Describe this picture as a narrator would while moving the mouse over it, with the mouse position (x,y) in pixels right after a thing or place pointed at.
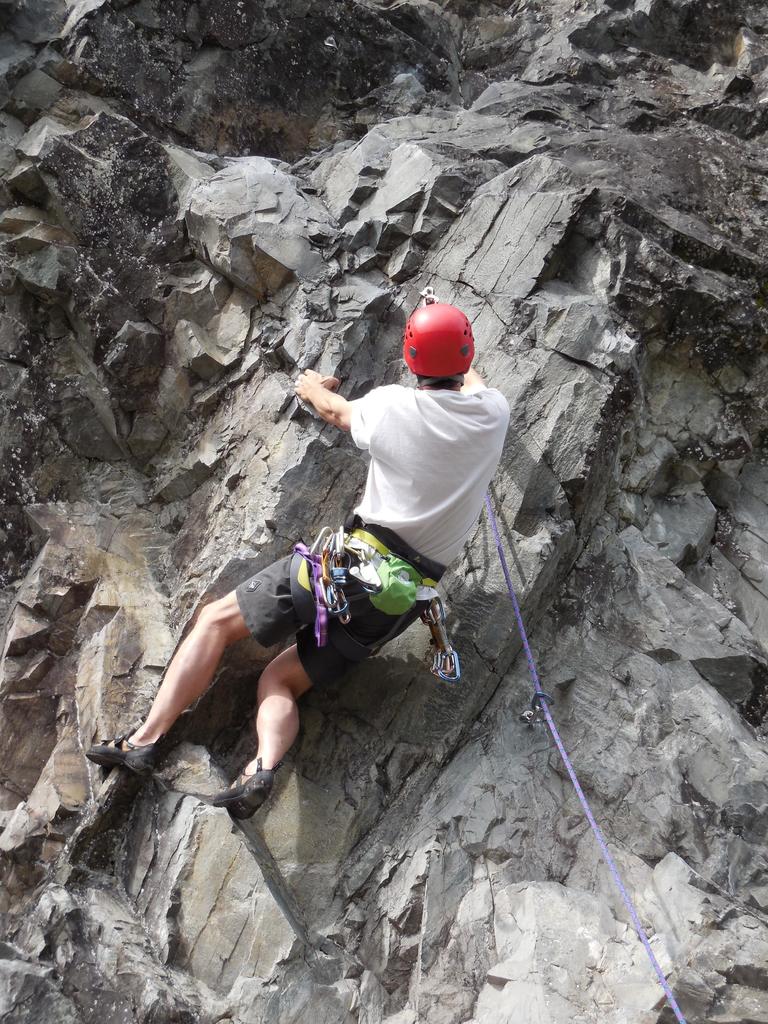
In the center of the image (429,403) there is a person (426,376) wearing a red color helmet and white color t-shirt (398,511). he is climbing a mountain (667,254).
